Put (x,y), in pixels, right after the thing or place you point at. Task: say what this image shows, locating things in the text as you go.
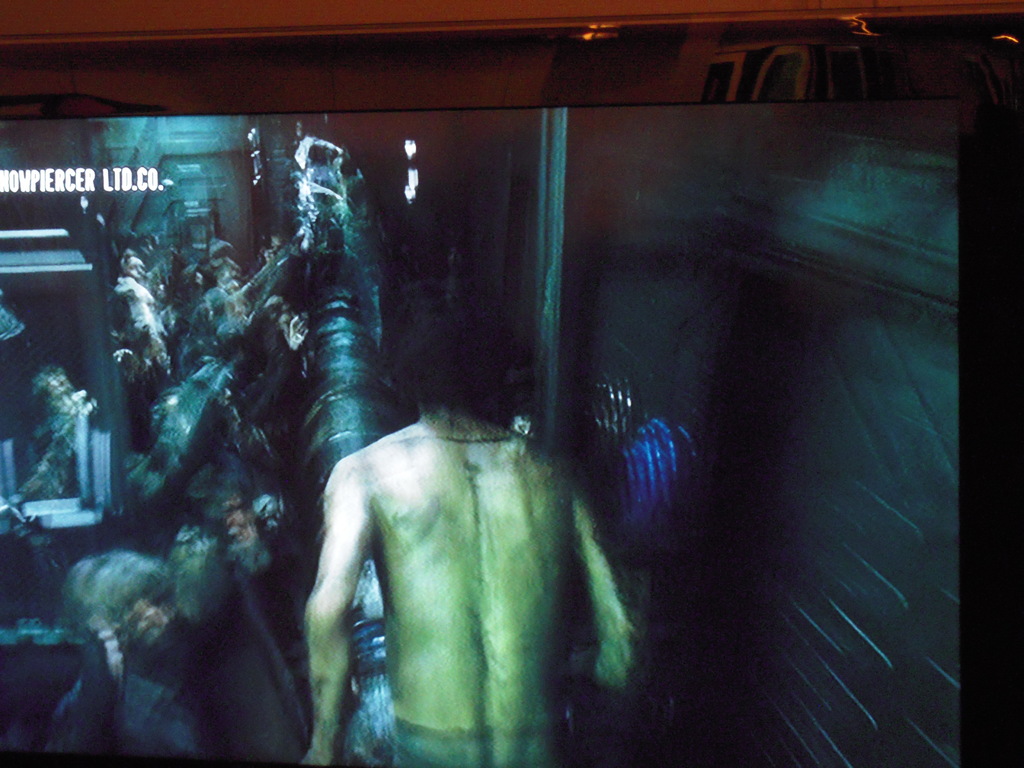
In this image in the front (441,595) there is a person (468,645) and the background (107,181) is blurry and there is some text (145,182) written on it.
